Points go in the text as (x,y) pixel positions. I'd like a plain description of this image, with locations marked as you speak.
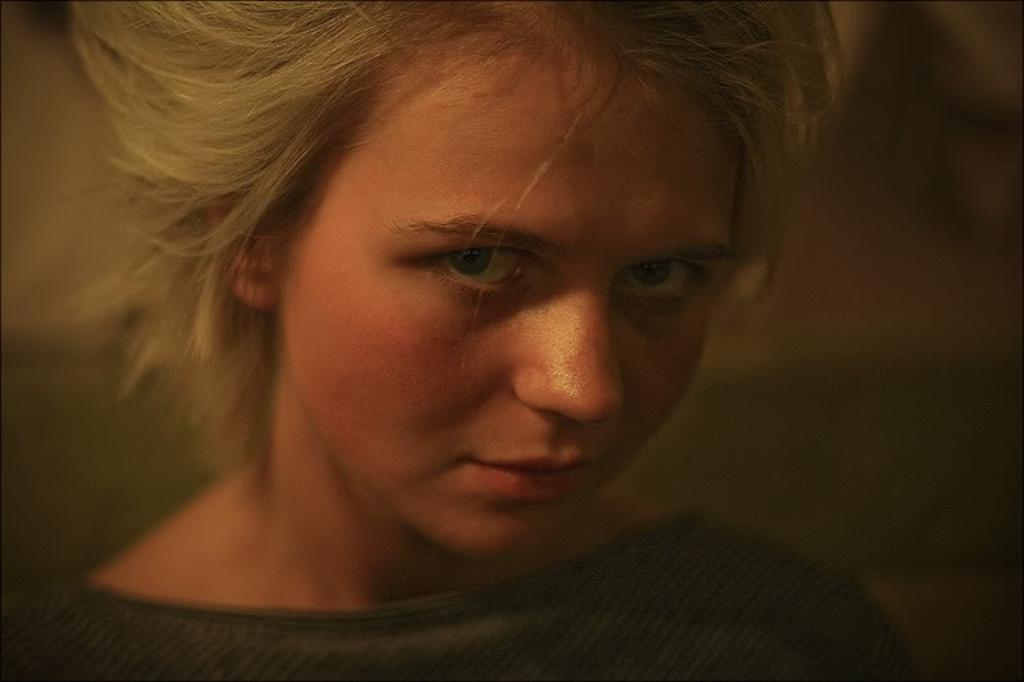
In this image we can see a person (354,358). Behind the person (448,490) the background (839,285) is blurred.
